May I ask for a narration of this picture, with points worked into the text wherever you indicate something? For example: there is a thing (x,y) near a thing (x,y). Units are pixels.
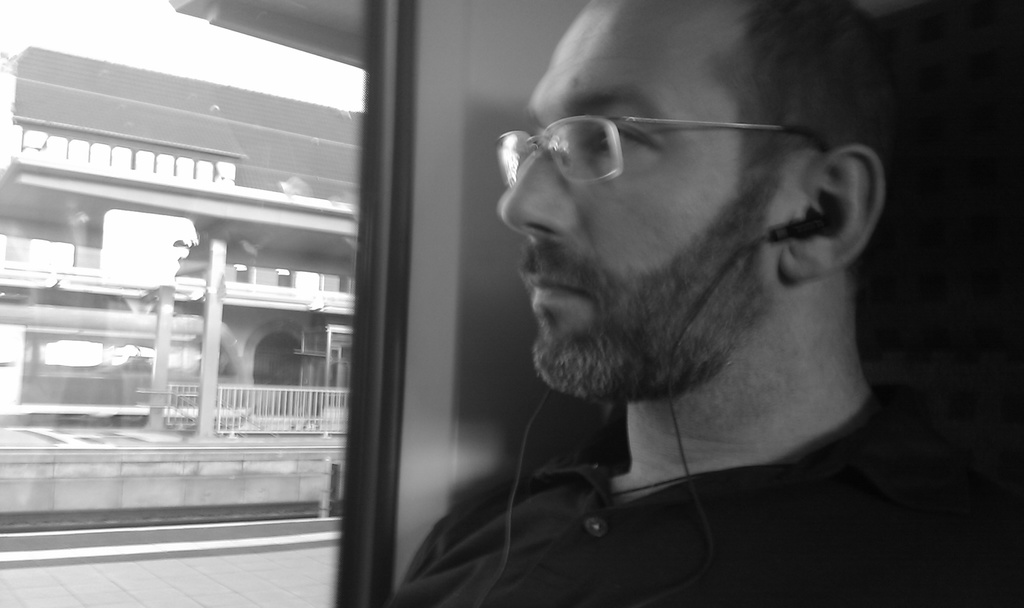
In this image I can see a person (710,546) in the front (708,354), wearing spectacles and earphone (783,231). There is a glass (180,236) through which I can see buildings (31,53) and fence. This is a black and white image.
